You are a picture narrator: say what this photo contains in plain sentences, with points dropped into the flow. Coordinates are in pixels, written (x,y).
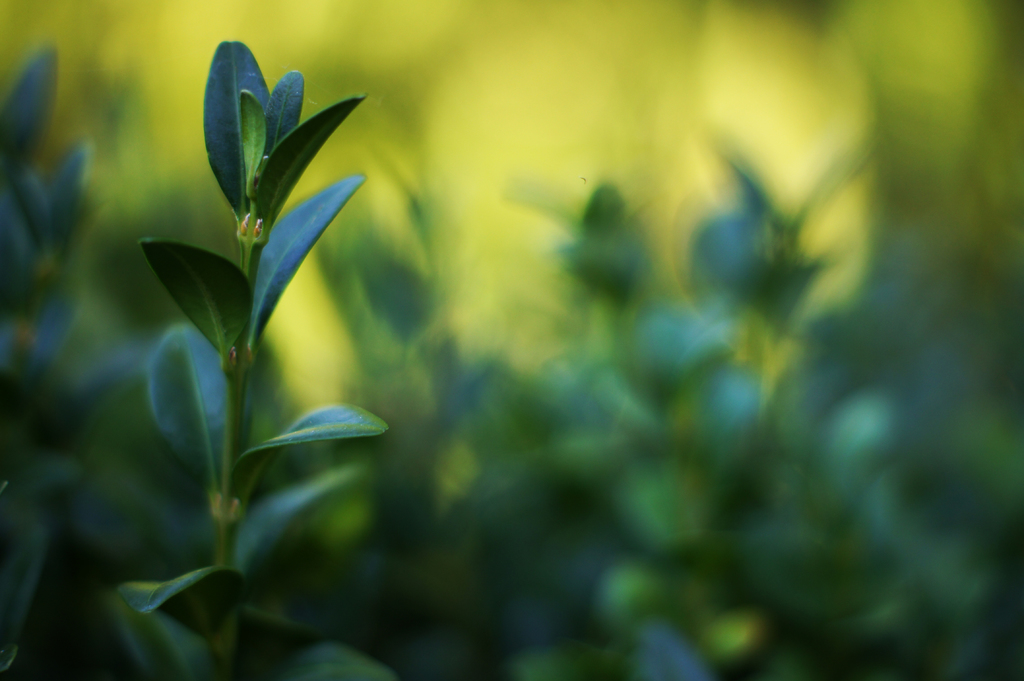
In this image I can see plants (330,484) in green color and I can see green color background (562,31).
